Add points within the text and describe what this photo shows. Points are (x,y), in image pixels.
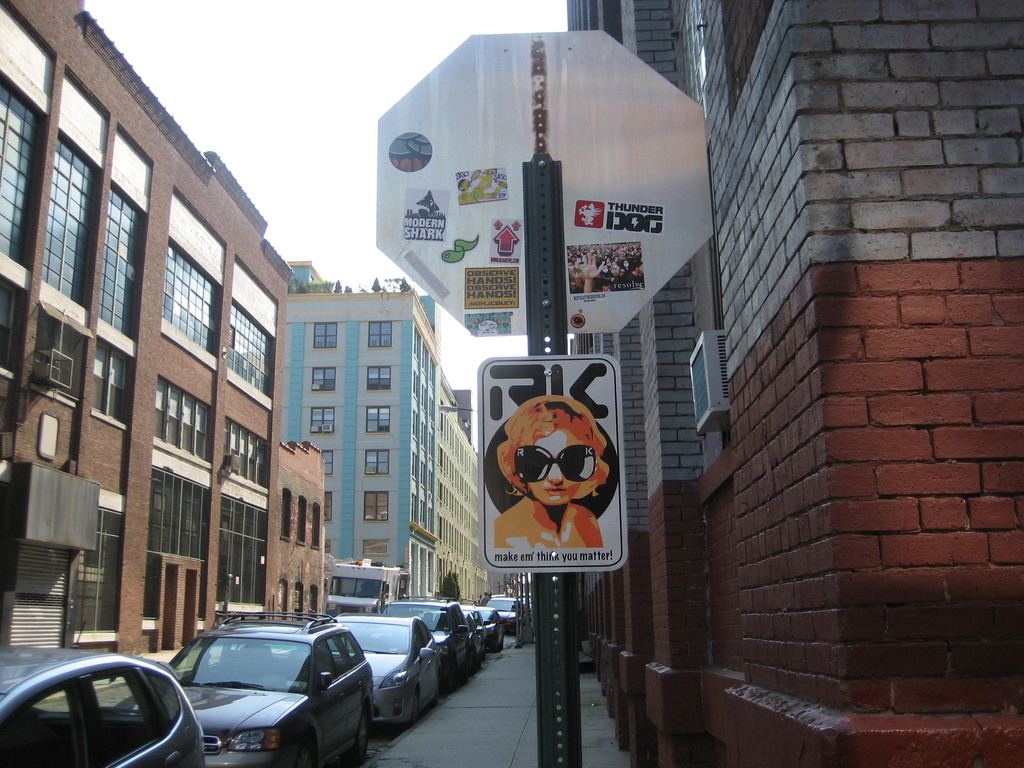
The image is clicked on the street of a city (560,691). In the foreground (607,193) there is a pole (555,752), on the pole (561,170) there are two boards (585,162). On the right (898,269) we can see brick walls (694,313) and air conditioner (719,365). In the center of the picture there are cars (457,653), footpath (600,705), truck (367,599), road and trees (443,581). On the left (263,425) there are buildings (313,344). At the top (306,106) it is sky (317,123).
